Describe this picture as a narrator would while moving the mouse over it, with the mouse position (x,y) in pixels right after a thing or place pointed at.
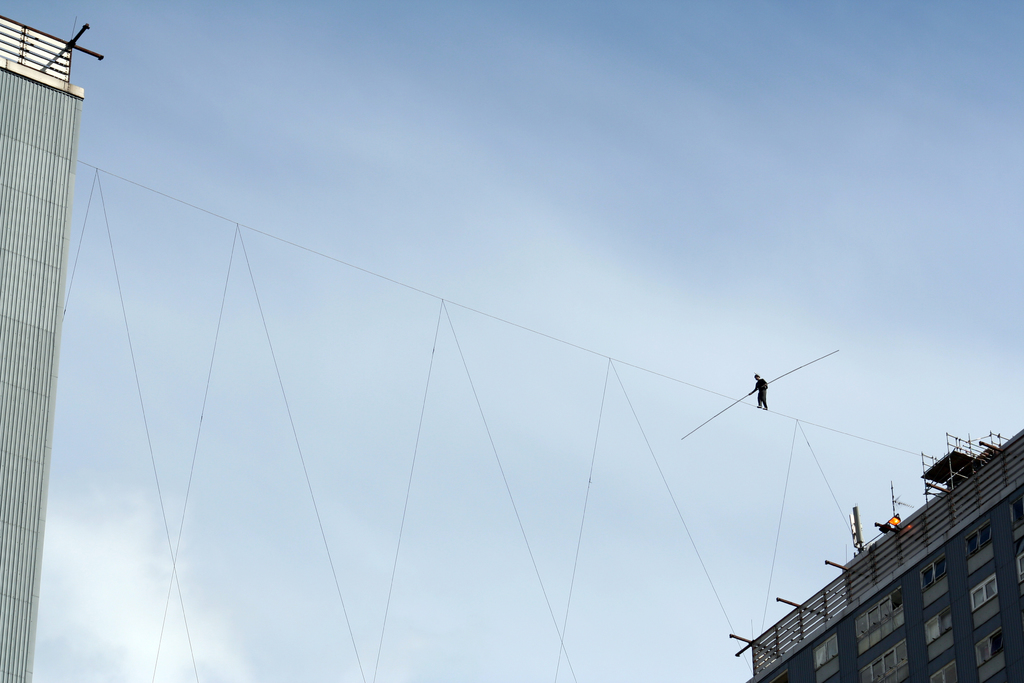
In this image we can see a person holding an object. We can see the ropes (790,416) and buildings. In the middle (425,332) we can see the sky (425,332).
